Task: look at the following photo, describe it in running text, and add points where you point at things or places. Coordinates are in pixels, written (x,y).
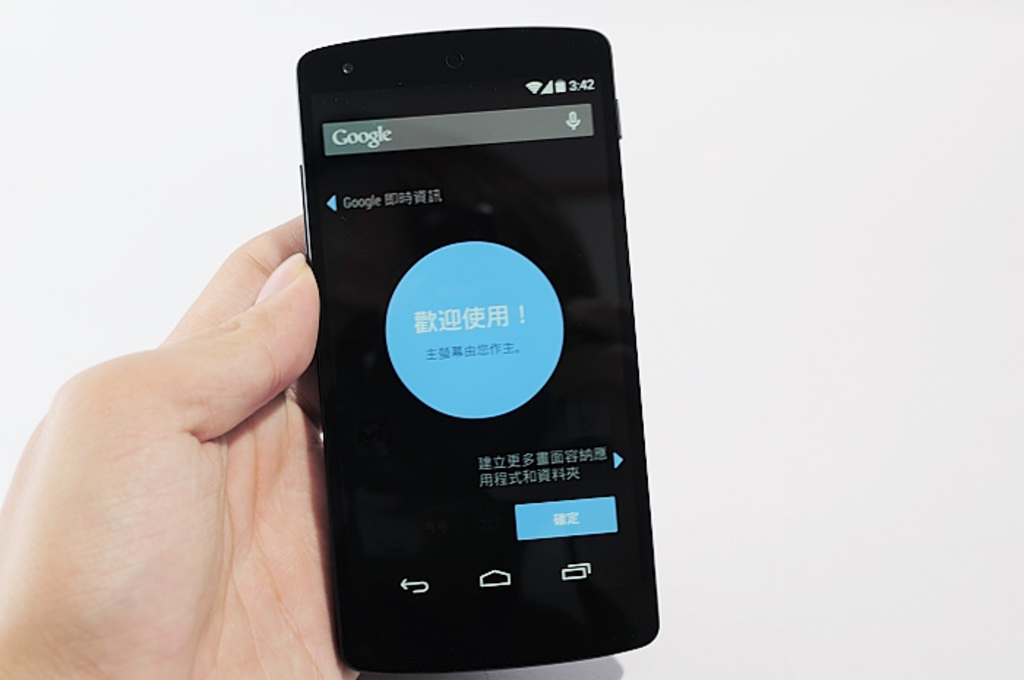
Person's hand (172,478) is holding a mobile (371,408). On the mobile (496,432) something is written. In the background (780,375) it is white.
